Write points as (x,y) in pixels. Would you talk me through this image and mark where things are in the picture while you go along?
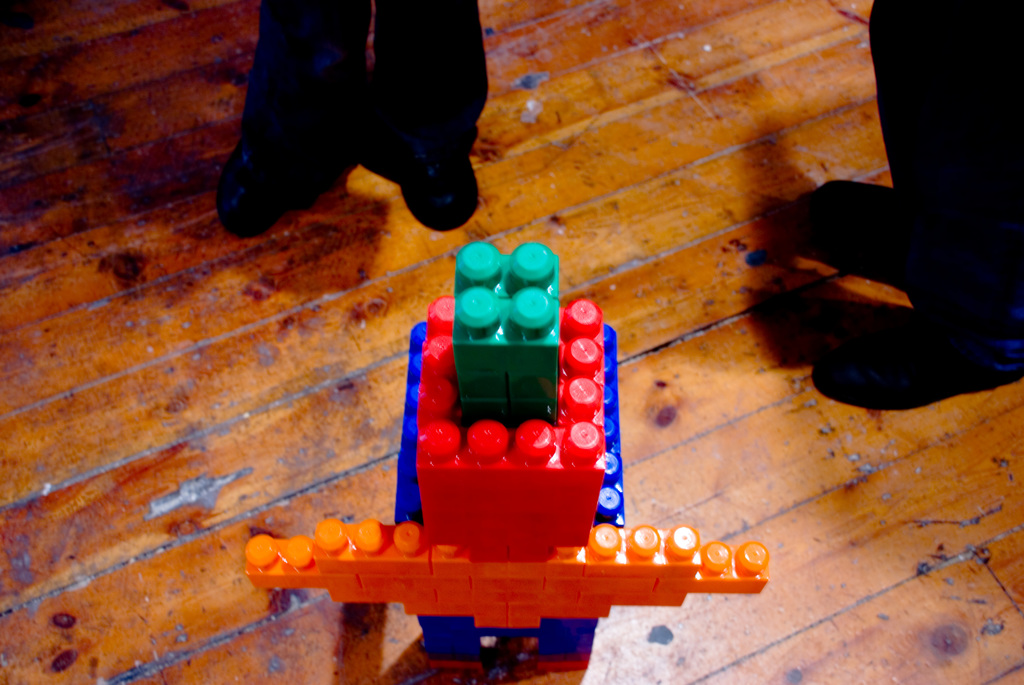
In this image I can see the brown colored floor (811,470) and on it I can see a structure (587,394) which is made with lego (477,419). I can see legs (892,119) of two persons (869,208) which are black in color.
